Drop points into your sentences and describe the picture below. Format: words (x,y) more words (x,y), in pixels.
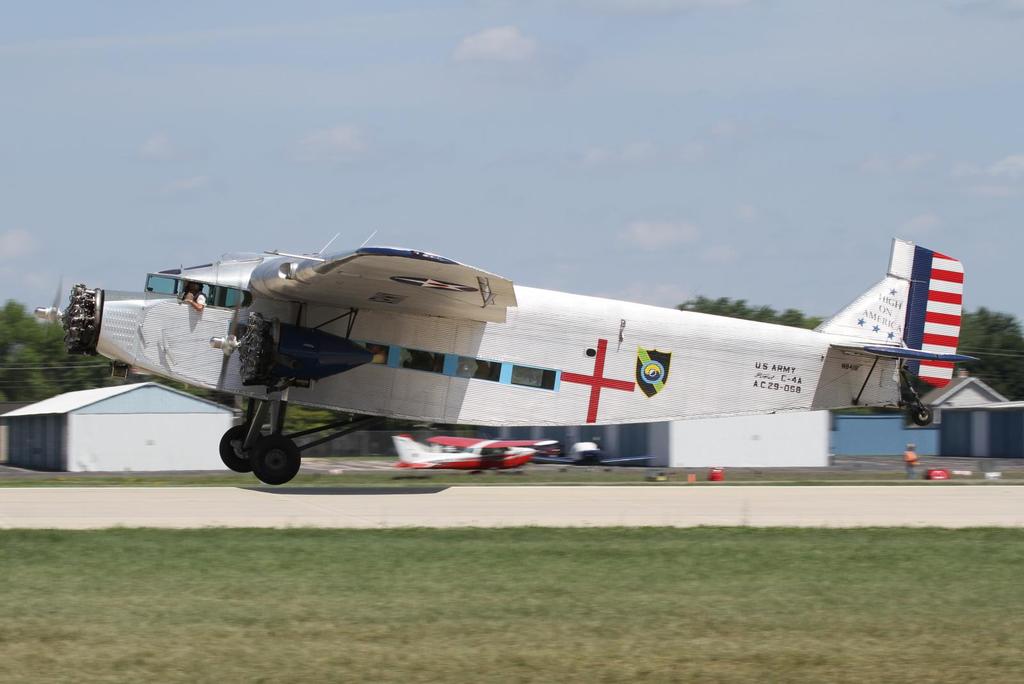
In this image we can see airplanes (555,377), a person (912,454) and few objects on the ground (868,489), there are few buildings (720,449), trees (16,339), and the sky (667,92) with clouds (487,49) in the background (547,199).
